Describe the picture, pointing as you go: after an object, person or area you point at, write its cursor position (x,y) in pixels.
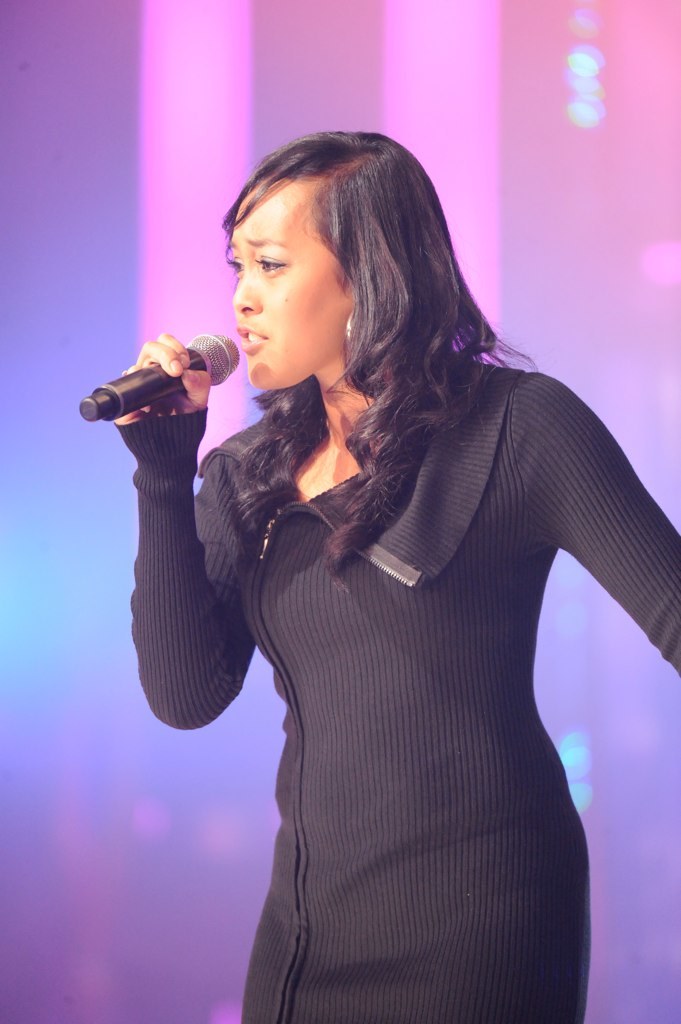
we can see in a picture that a woman (422,525) is singing, this are the microphones (149,383). She is wearing a black dress (394,757).
